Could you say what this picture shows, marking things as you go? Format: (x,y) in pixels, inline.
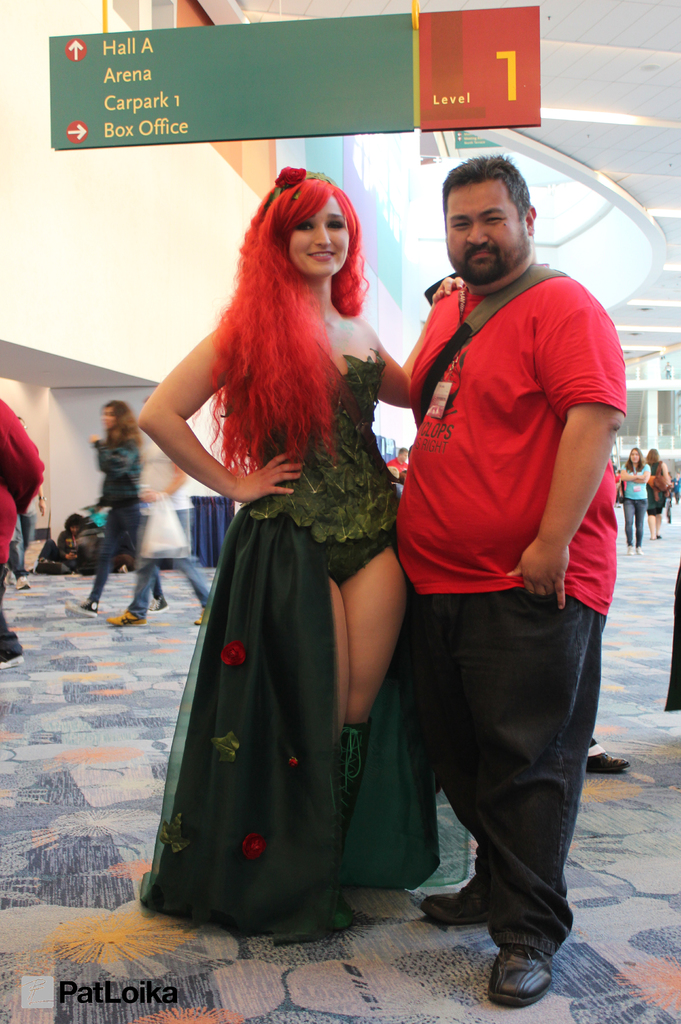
In this image I can see a beautiful woman (329,557) is standing and smiling, she wore green color dress (315,588), beside a man (515,440) is standing, he wore red color t-shirt (503,450), black color trouser (542,675). At the top (279,109), there is the building (641,170), behind them there is the building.
